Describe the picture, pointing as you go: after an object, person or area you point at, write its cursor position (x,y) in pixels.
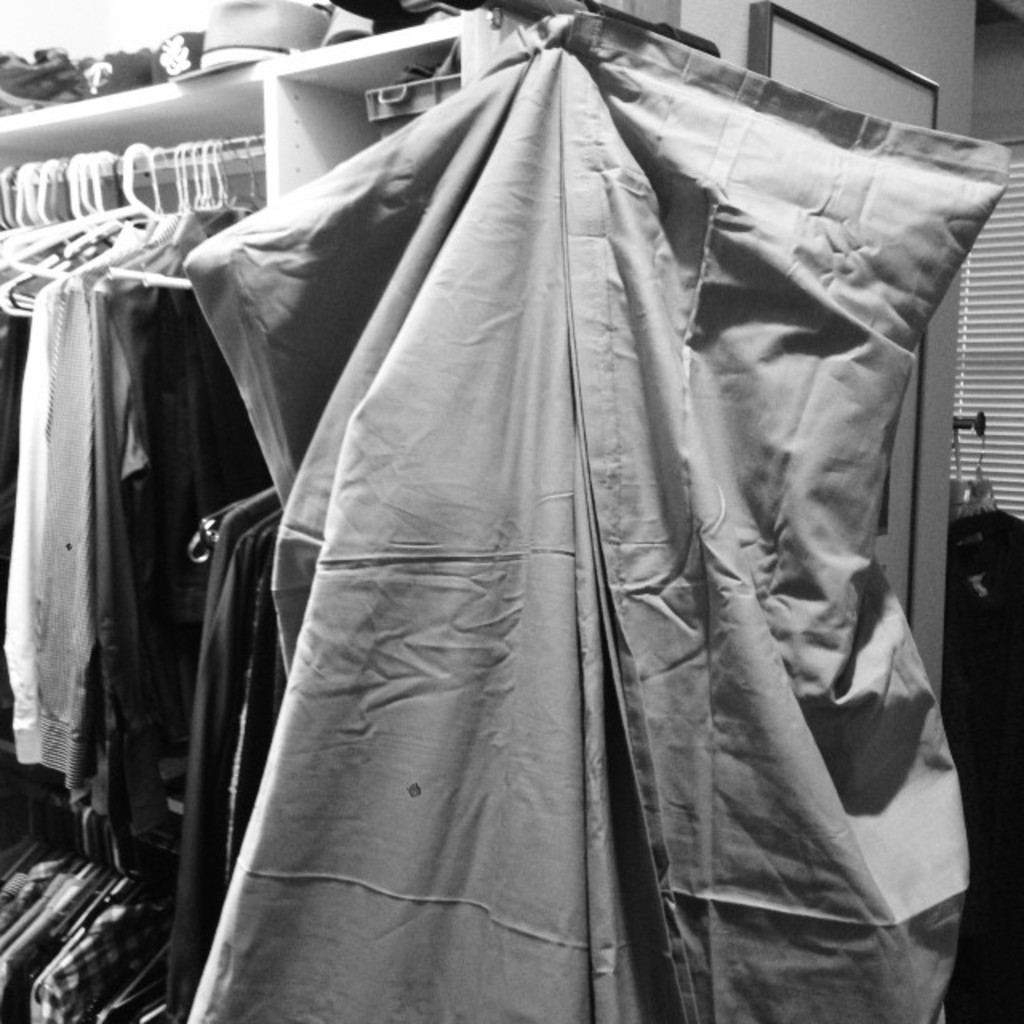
This is black and white image in this image there are clothes (361,307).
